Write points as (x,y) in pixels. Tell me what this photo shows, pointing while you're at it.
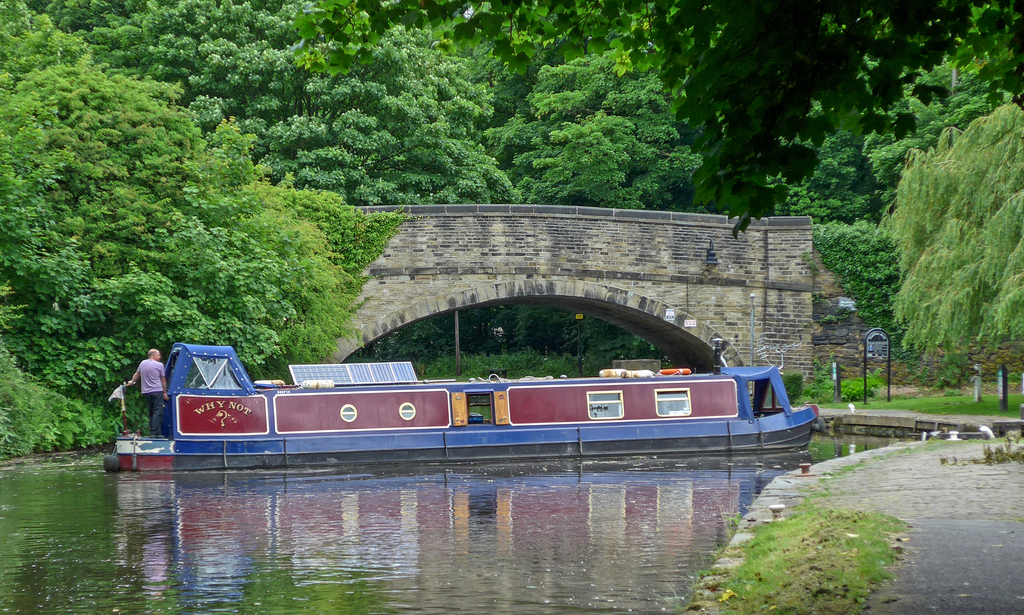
In this picture we can see a boat (429,395) in the water (408,483), and a man (155,364) is standing on the boat (200,414), beside to the boat (634,391) we can find a sign board (888,337), trees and a bridge (785,277) over the water (470,478).
